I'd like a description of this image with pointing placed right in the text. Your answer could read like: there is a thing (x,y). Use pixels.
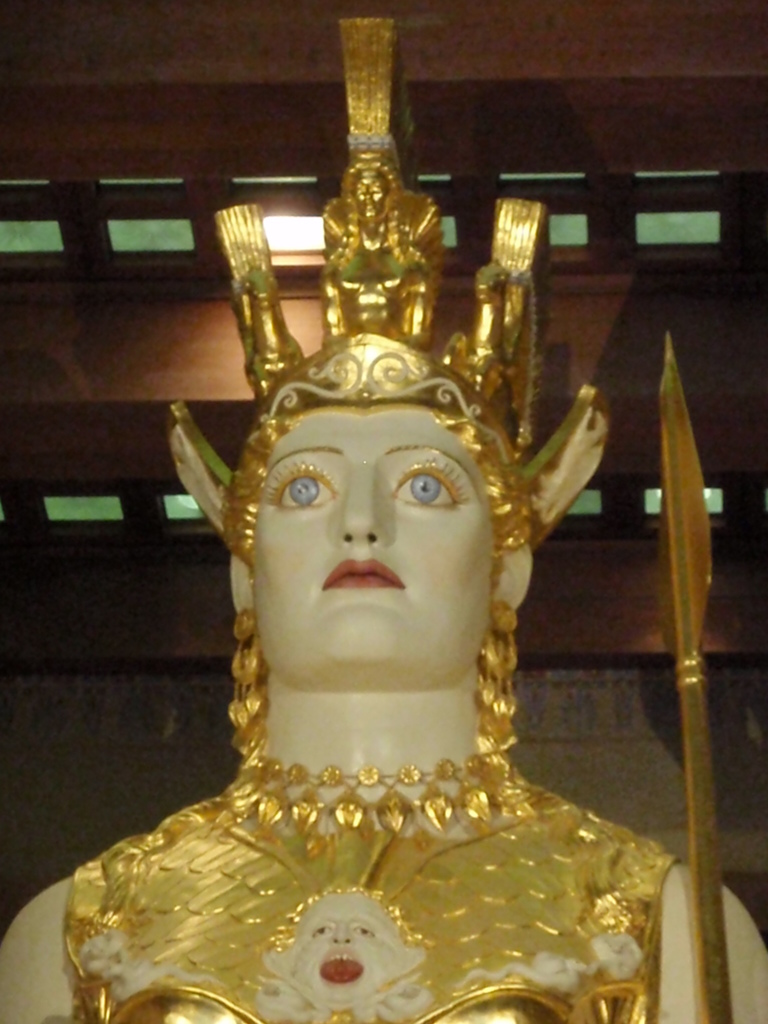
In this picture, we see the statue (229,819) of a woman (487,634). Behind that, we see a wall (161,622) which is brown in color.
